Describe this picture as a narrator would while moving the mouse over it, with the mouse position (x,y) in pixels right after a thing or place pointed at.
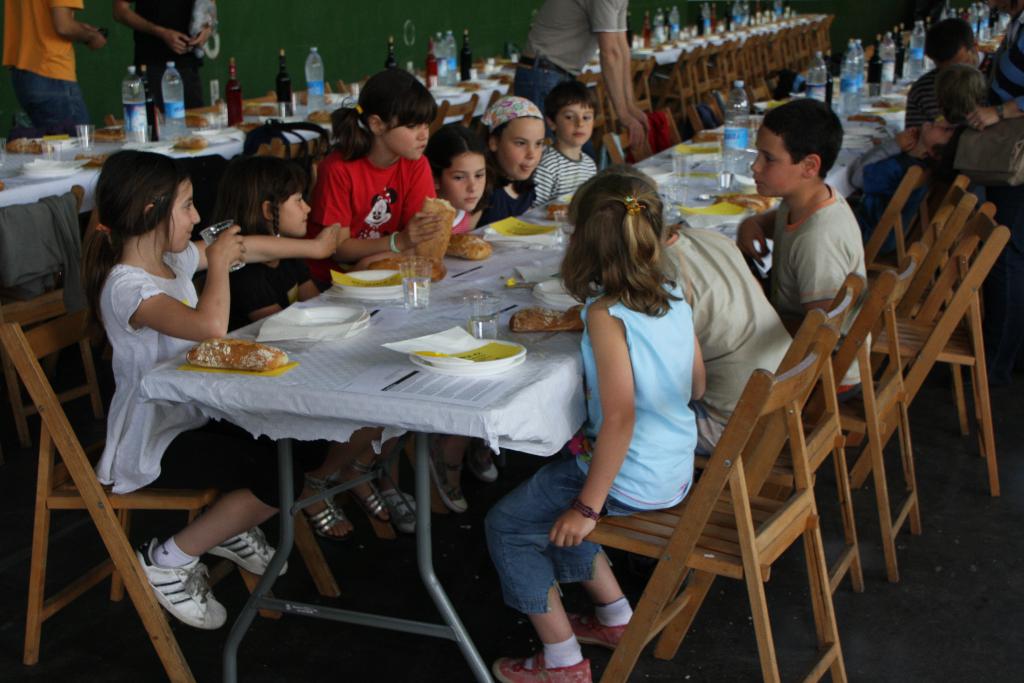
there are many children (633,432) sitting on the chair (314,560) with table (521,369) in front of them.
